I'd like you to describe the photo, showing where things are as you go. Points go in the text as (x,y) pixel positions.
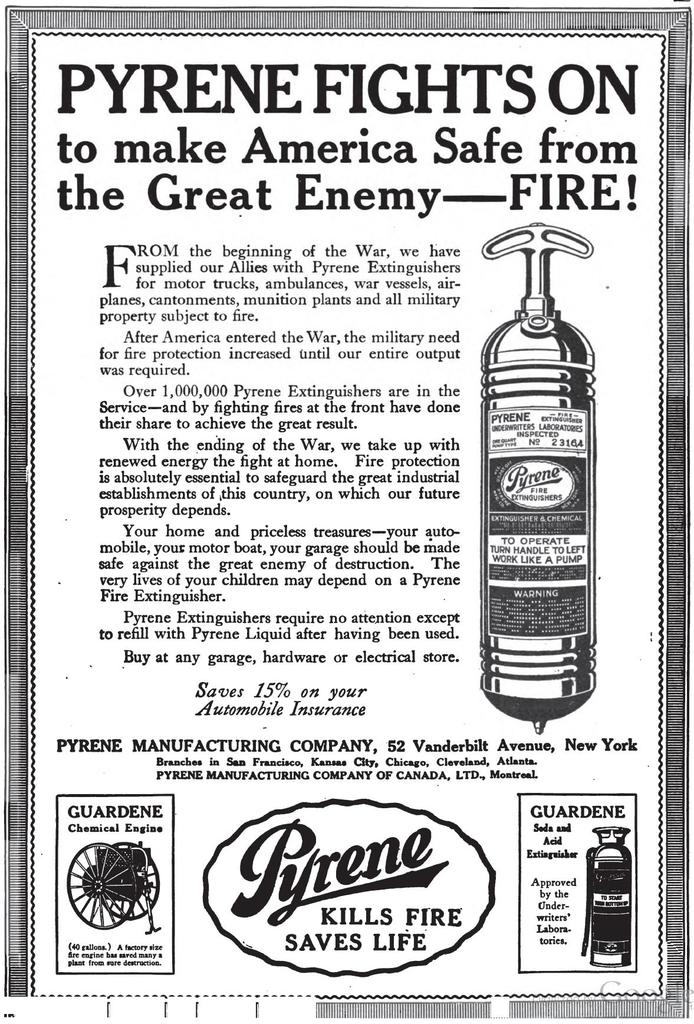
In this picture we can see a paper (243,389) and on the paper (108,351) it is written something and objects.
